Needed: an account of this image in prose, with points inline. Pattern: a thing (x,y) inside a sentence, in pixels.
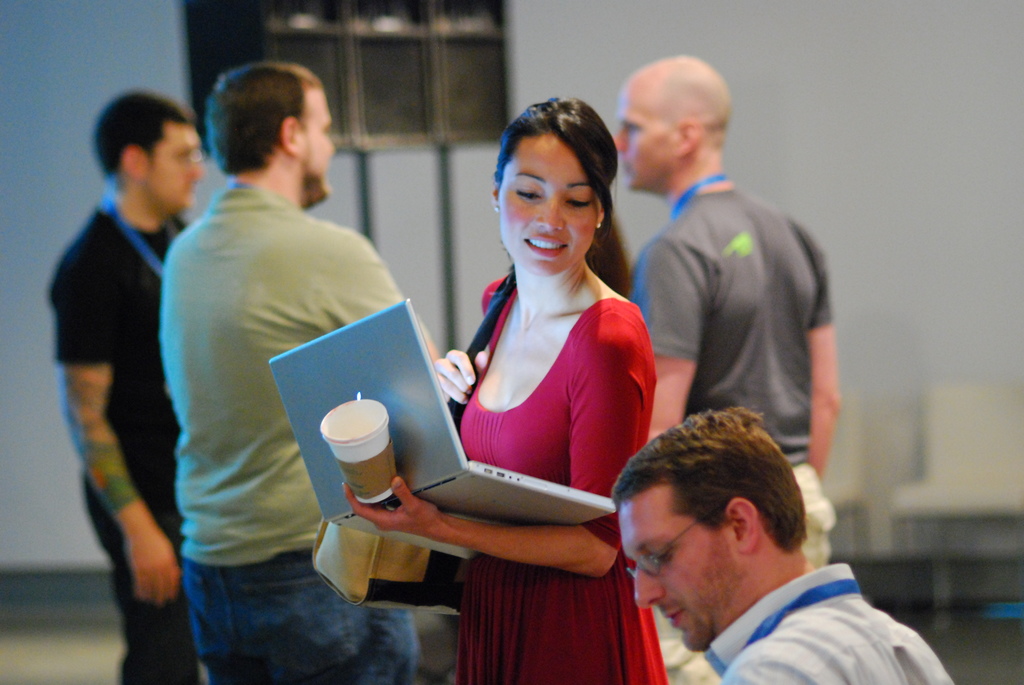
In this picture we can see a laptop (371,340), glass (355,404), bag (420,560), id tags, chairs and some people (207,242) standing and in the background (351,214) we can see an object (395,145), wall (602,66).
